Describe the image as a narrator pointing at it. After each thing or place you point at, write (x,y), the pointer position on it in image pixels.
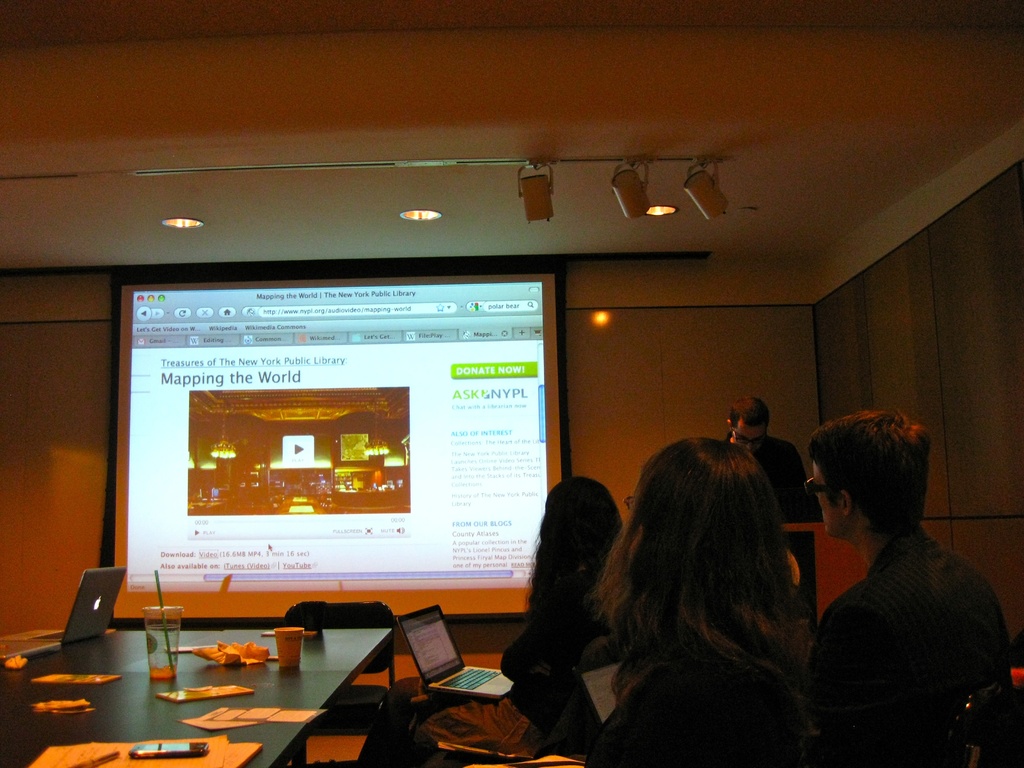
In the front of the image (464,719) we can see people (920,677) are sitting on chairs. Above the table (62,728) there is a laptop (118,587), papers (65,762), mobile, cup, glass (164,629) and things (86,678). Near that woman (563,630) there is a laptop (476,678). In the background (497,583) there is a wall (588,318), screen (527,360), ceiling lights (169,224), focusing lights (536,208), person (750,431) and podium (828,559). We can see an image (331,473) and something is written on the screen (379,409).
